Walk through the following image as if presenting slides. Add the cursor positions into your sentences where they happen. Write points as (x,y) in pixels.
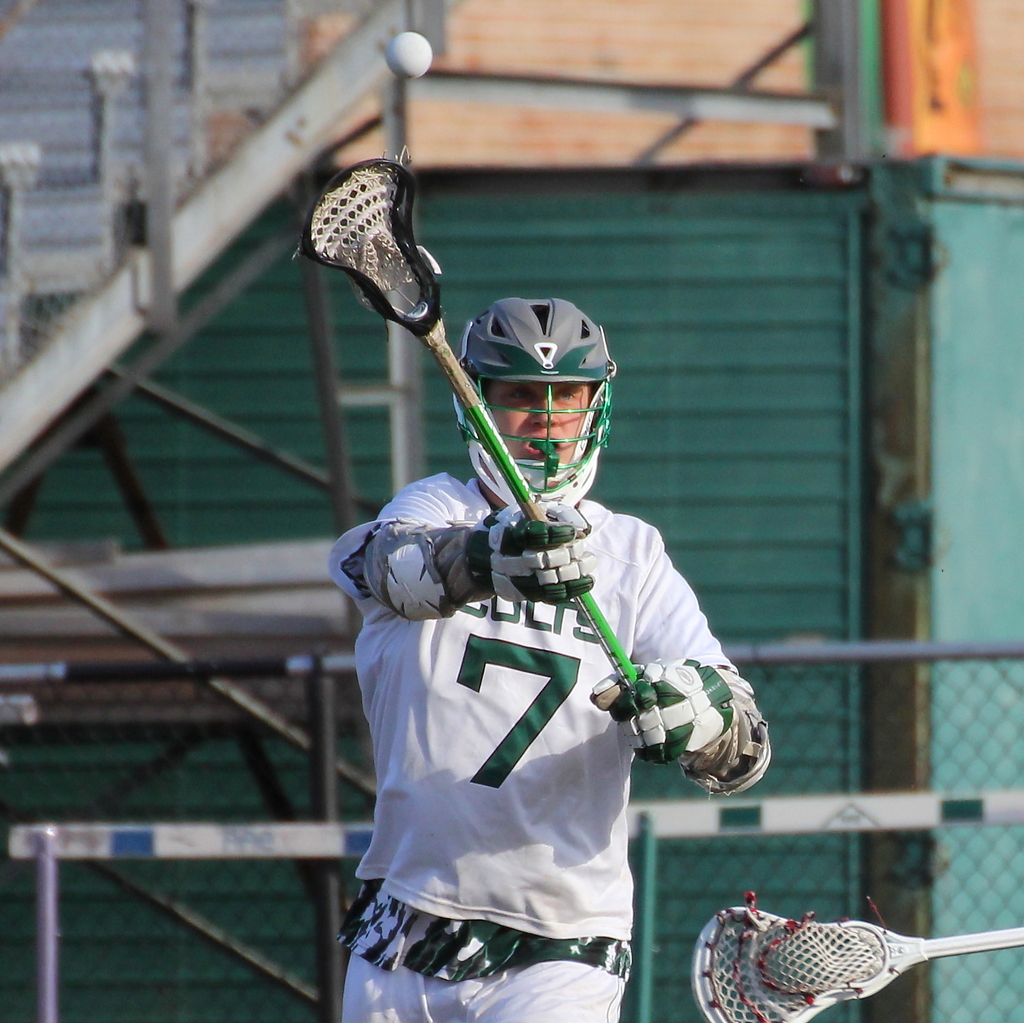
In the middle of this image (401,653), there is a person (534,859) in white color t-shirt (553,891), wearing a helmet (569,336), holding a lacrosse stick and running. Above him, there is a white color ball (410,56) in the air (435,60). On the right side (952,938), there is another lacrosse stick (958,941). In the background (786,906), there is a fence (799,707), there is a building (970,449) and other objects (318,389).
